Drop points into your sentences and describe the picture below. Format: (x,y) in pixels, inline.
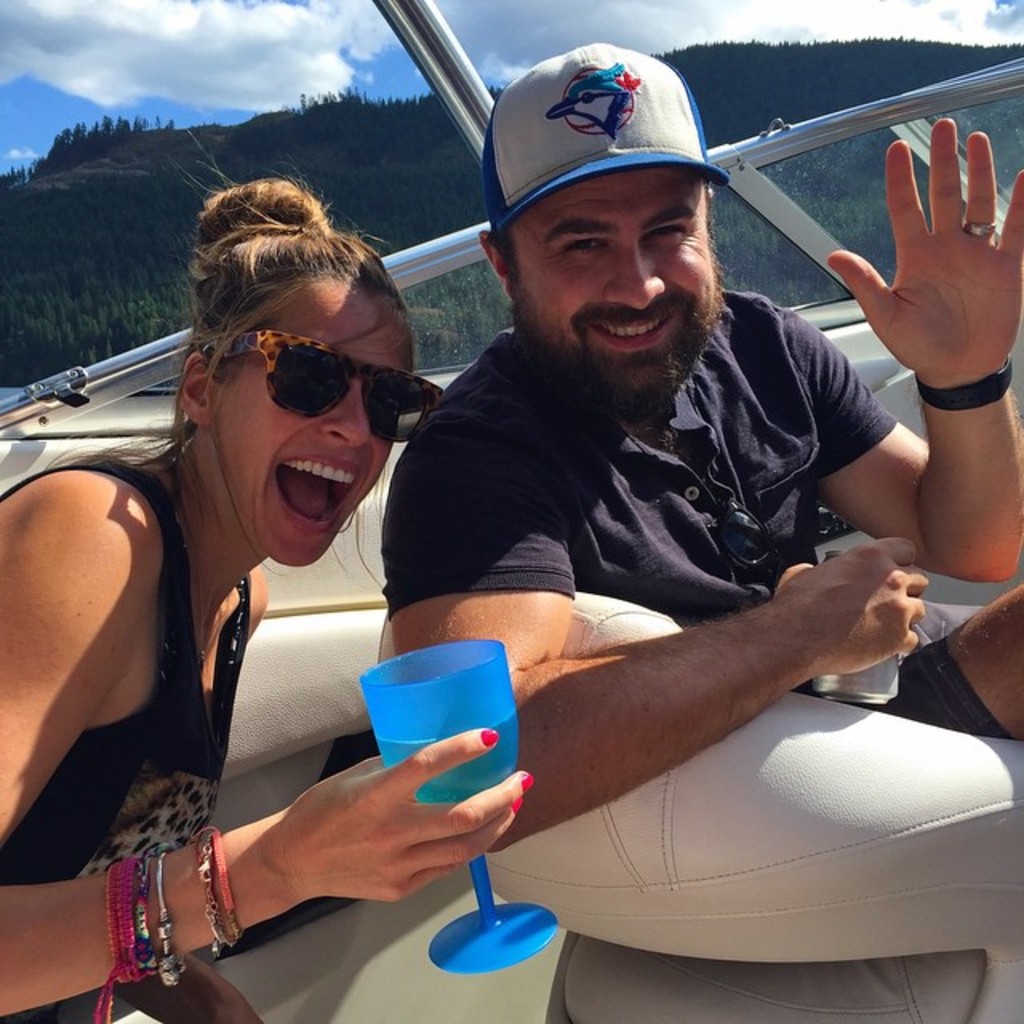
In this image there is one man (633,410) and one woman (179,767) and man (828,612) is holding a coke container (882,685) and woman (430,752) is holding a glass (475,775), and they are smiling it seems that they are in vehicle (487,294). In the background (365,132) there are trees (842,69), at the top (698,26) there is sky (177,35).
